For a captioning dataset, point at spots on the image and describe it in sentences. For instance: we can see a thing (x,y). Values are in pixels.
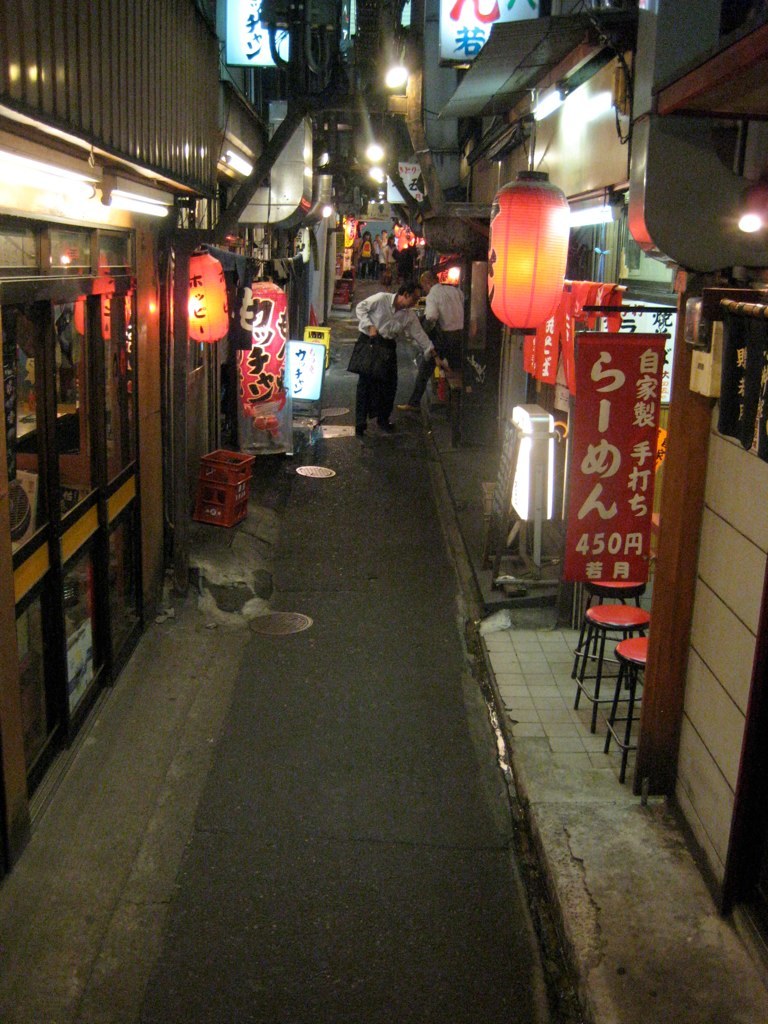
In this image, we can see people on the road (353,458) and in the background (533,235), there are buildings (210,86), lights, poles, some boxes (218,487), chairs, banners (464,48) and there are wires (630,111).
